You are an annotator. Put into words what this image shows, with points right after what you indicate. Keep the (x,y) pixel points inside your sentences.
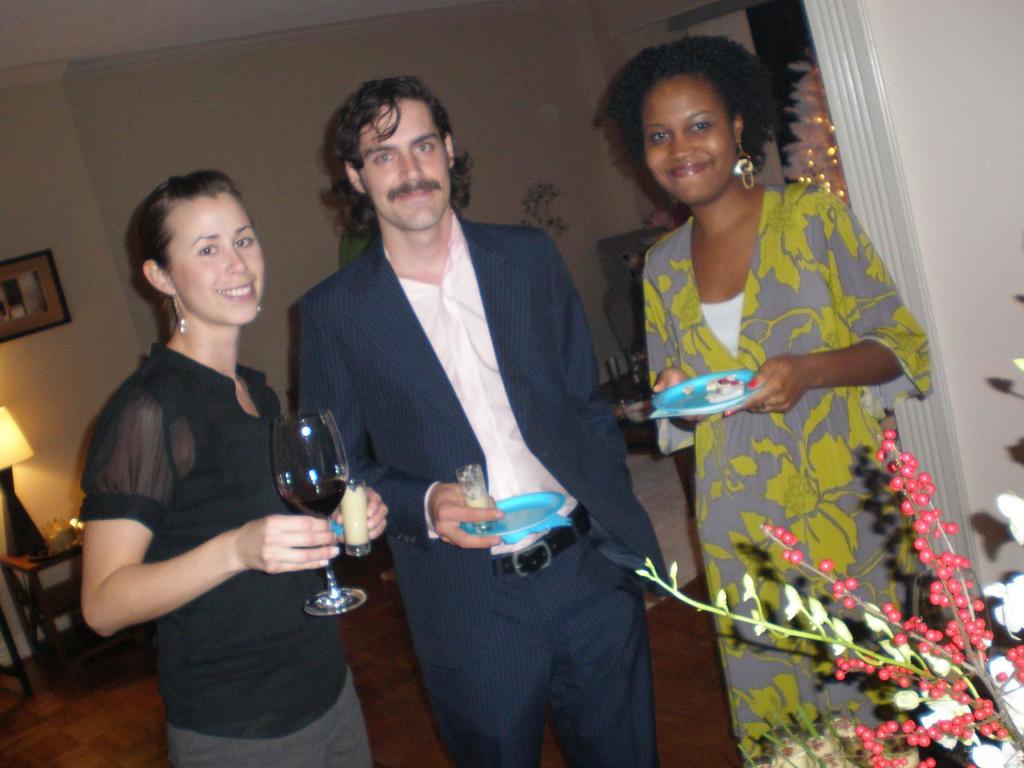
Here we can see 3 people (505,403) standing, the person (262,394) on the left side (208,407) is holding a glass (308,486) of wine (323,498) and the person (384,290) in the middle (460,369) is holding a plate (545,498) and the person (728,301) at the right (764,304) is also holding a plate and all the three people (713,294) are smiling and there is a plant (958,652) in front of them and at the left side (13,452) we can see a lamp (11,436).
